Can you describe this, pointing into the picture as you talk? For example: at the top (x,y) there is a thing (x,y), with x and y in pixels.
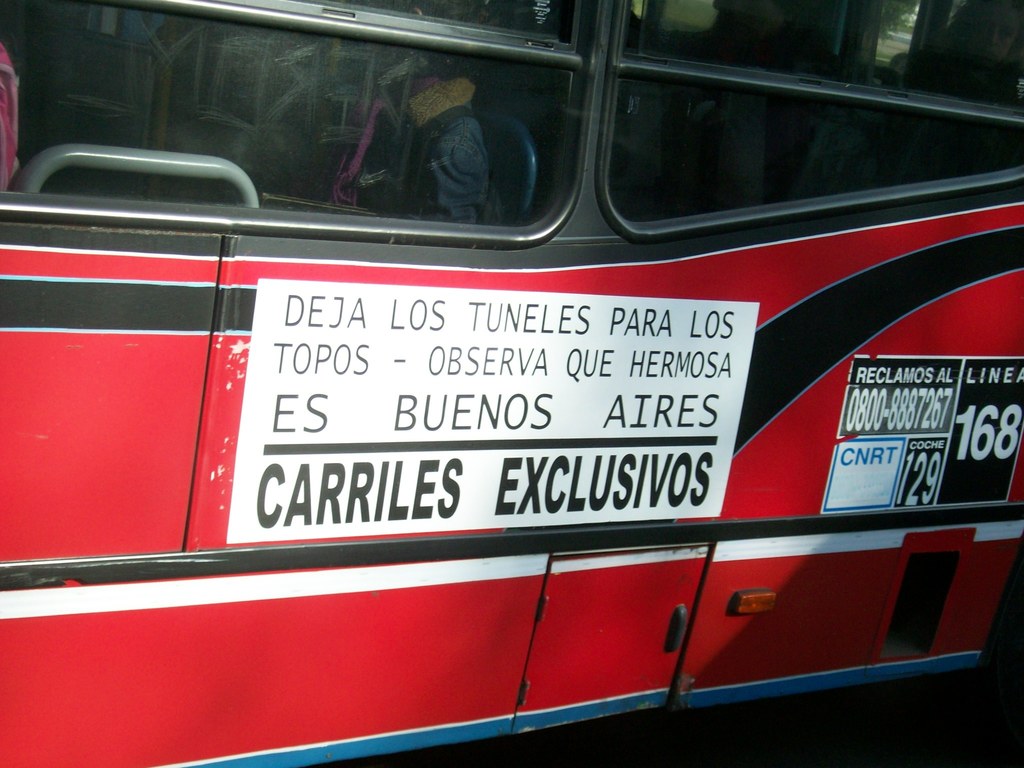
In this picture we can see a vehicle (714,77) with posters (670,379) on it.
